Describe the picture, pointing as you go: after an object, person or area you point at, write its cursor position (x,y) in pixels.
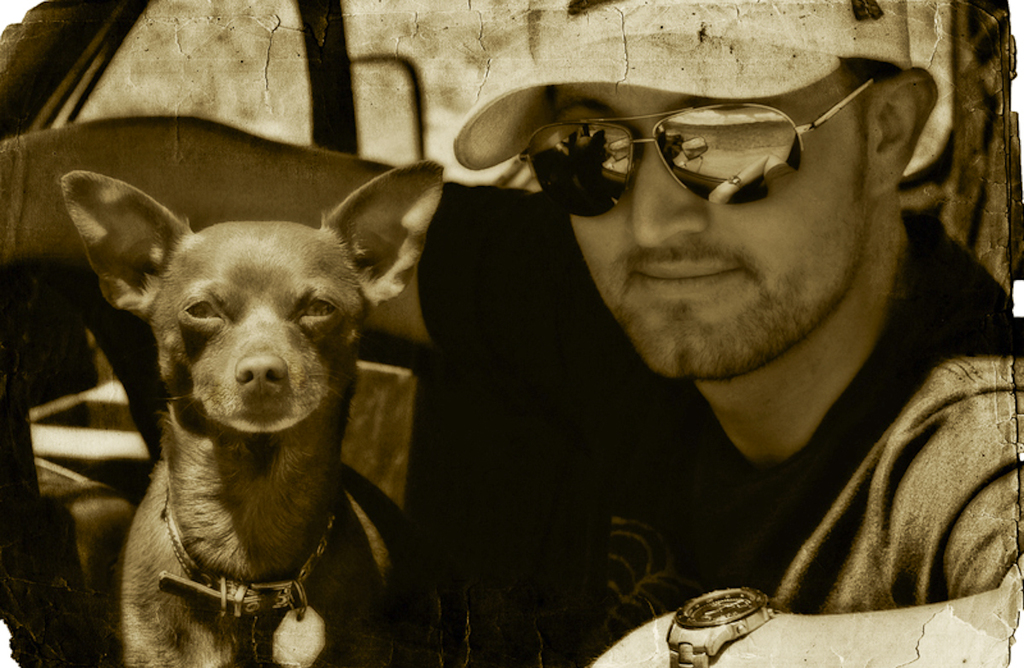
In this image a person (713,214) wearing goggles (769,132), cap (561,1) and watch (707,608) is sitting in vehicle (966,39). Beside there is a dog (158,604) with the chain (166,578) in its neck (246,548).
